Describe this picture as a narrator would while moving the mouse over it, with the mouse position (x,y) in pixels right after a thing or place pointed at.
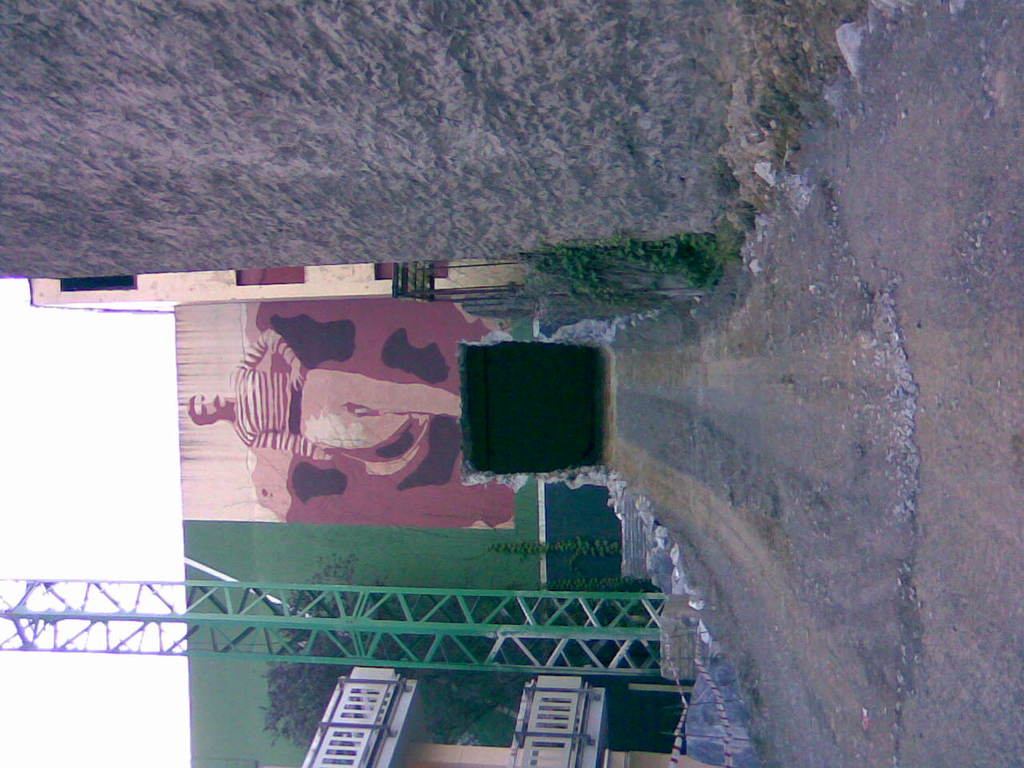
In this picture I can see the painting (318,437) of a man (324,412) on the wall (321,373). At the bottom (469,745) there is a building (651,760), beside that I can see the pole (287,615). On the left (173,508) there is a sky (32,433).
